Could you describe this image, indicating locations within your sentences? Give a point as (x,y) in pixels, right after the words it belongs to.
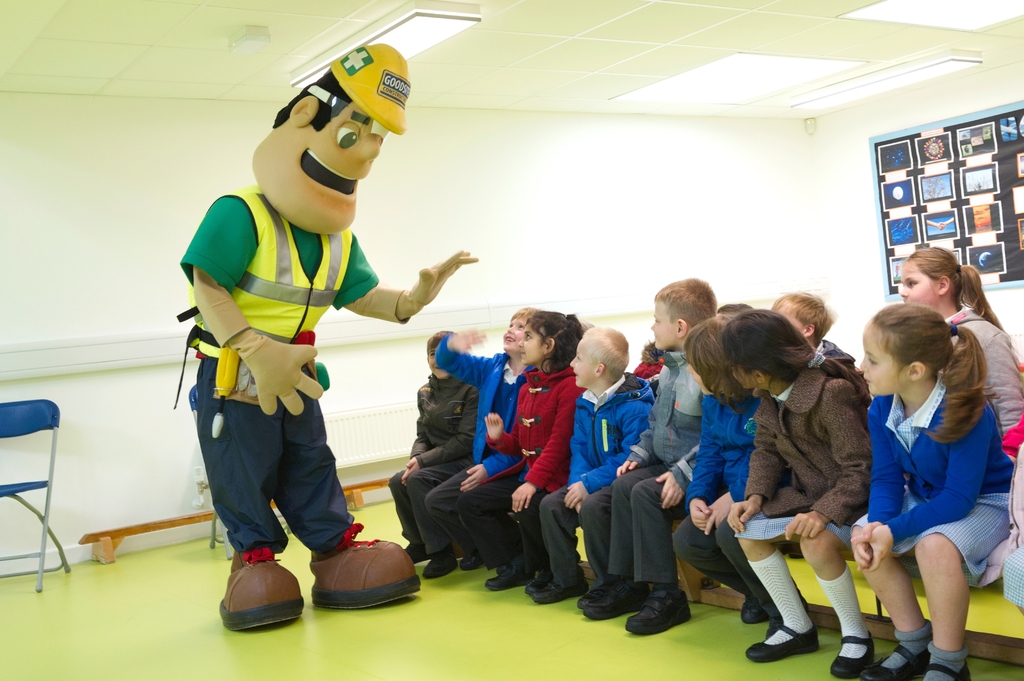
In this image we can see a person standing on the floor (467,619) wearing a costume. We can also see a group of children (758,547) sitting, a board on a wall (824,265), a chair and a roof (461,78) with some ceiling lights (745,94).
